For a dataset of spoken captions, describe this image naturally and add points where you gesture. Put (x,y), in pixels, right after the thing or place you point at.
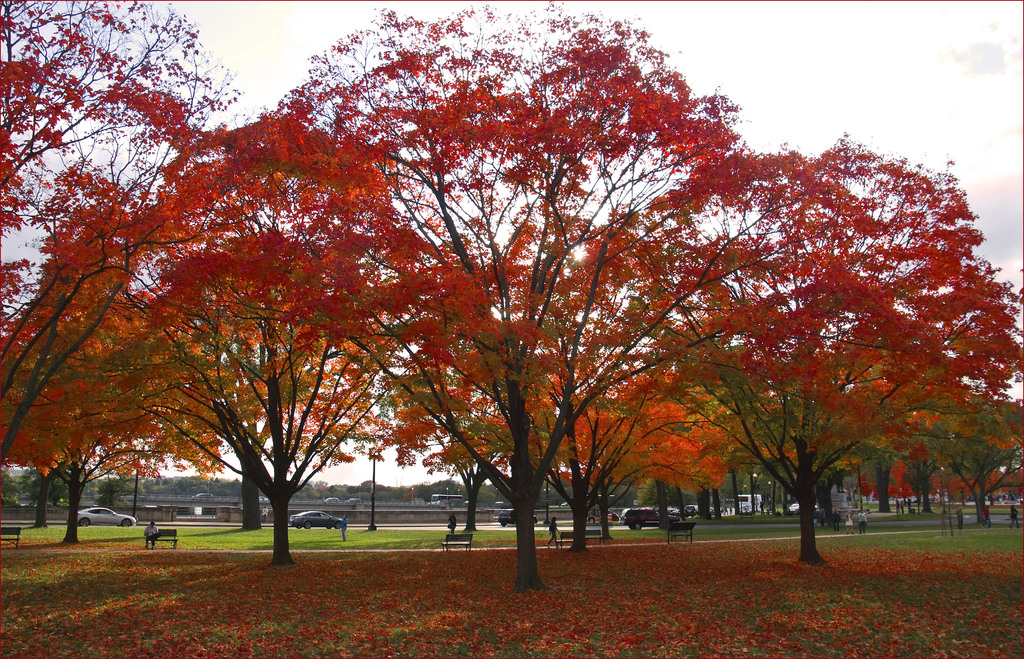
In this image we can see many trees (463,324). In the back (506,520) there are many vehicles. Also there are many people (452,514). There are benches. In the background (445,180) there is sky (445,180).
